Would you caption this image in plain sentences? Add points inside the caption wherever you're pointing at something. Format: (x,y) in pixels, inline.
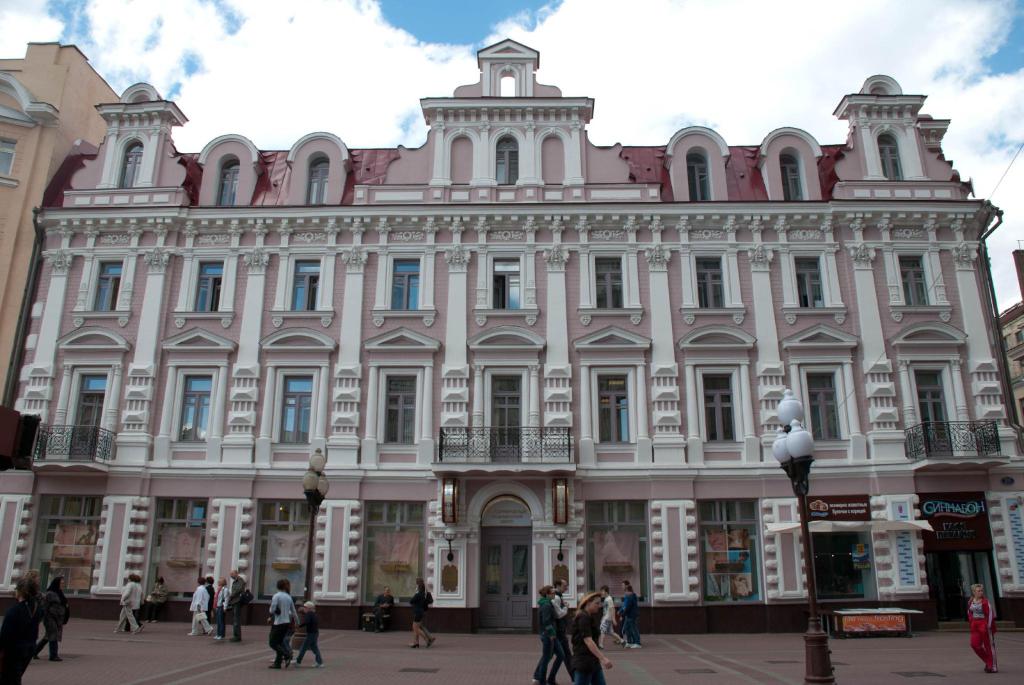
In the center of the image (454,366) there are buildings (575,367). At the bottom (565,612) there are people (416,629) walking and we can see poles (810,659). At the top (436,50) there is sky (389,44).
